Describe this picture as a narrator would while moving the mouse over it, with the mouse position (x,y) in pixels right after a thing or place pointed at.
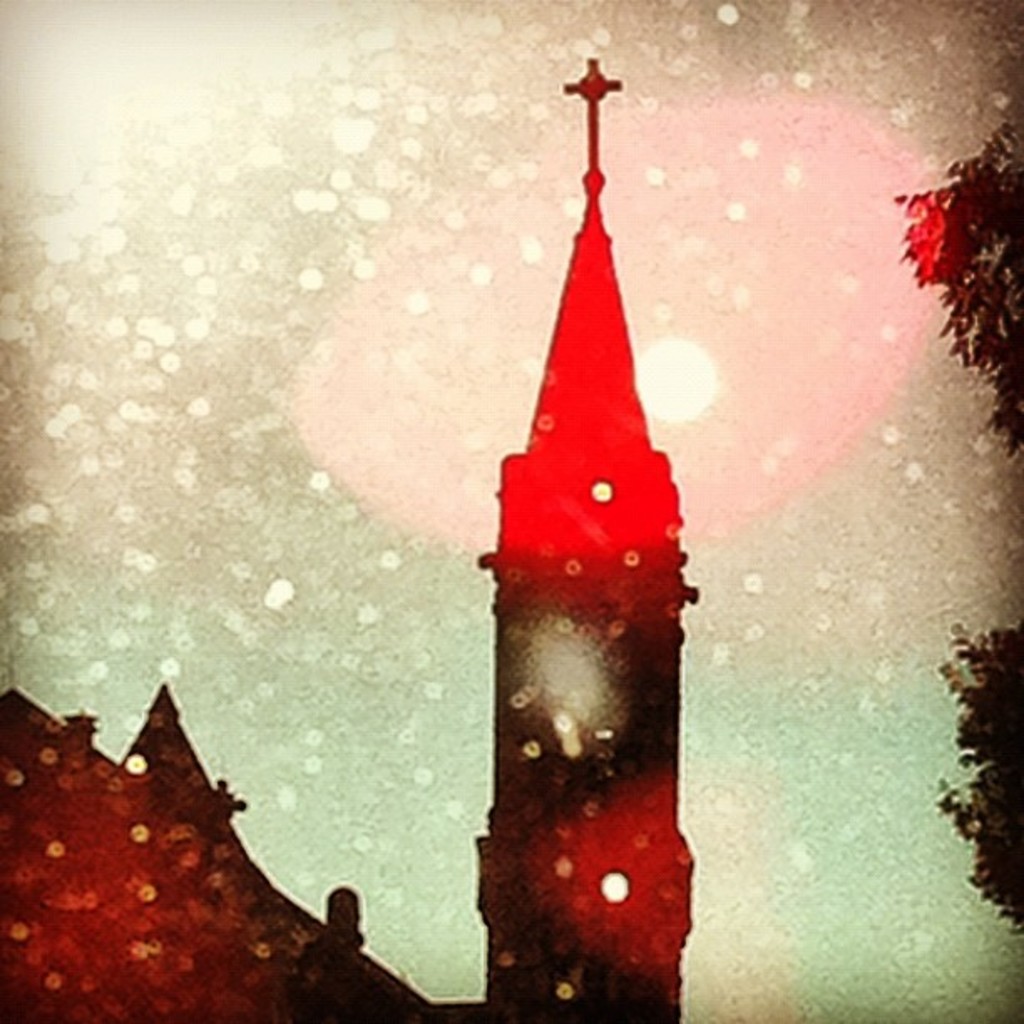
This image looks like an edited photo in which I can see a tower (629,851), house (226,906), trees (979,230) and lights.
